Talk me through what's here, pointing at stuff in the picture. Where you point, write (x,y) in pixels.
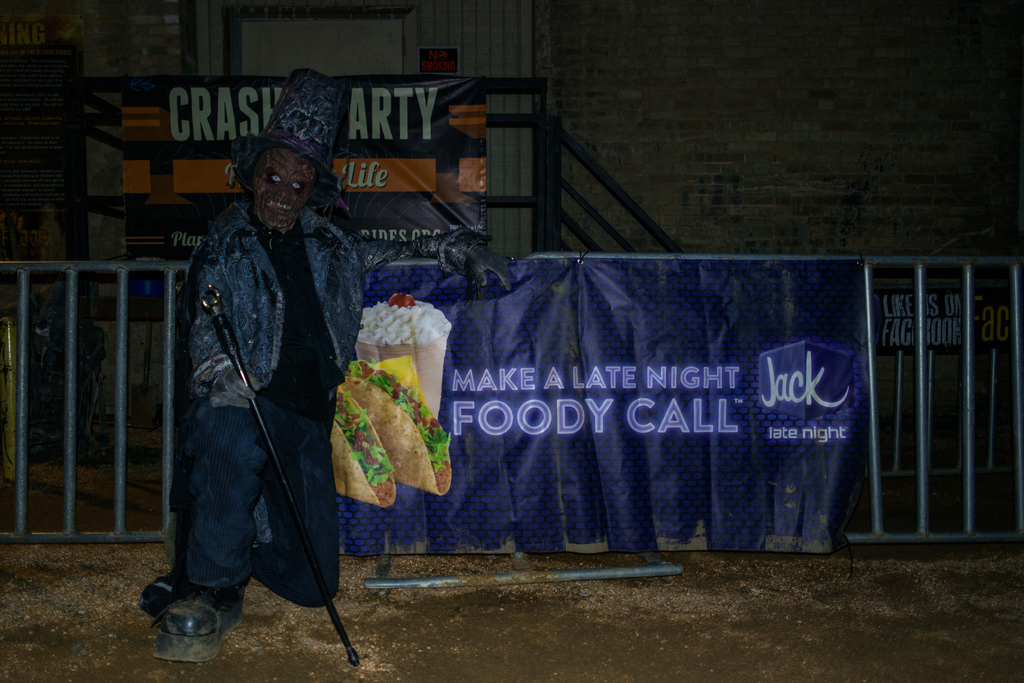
In this image I can see a person (290,396) wearing a costume (257,348) and holding a black colored stick (226,322) in his hand (229,393) and I can see a banner (627,432) which is blue in color and the metal railing (120,339). In the background (940,380) I can see the building (816,116), the metal railing (543,190), a banner (442,157) to the railing (551,172) and few posters (62,122) attached to the wall (88,106).
